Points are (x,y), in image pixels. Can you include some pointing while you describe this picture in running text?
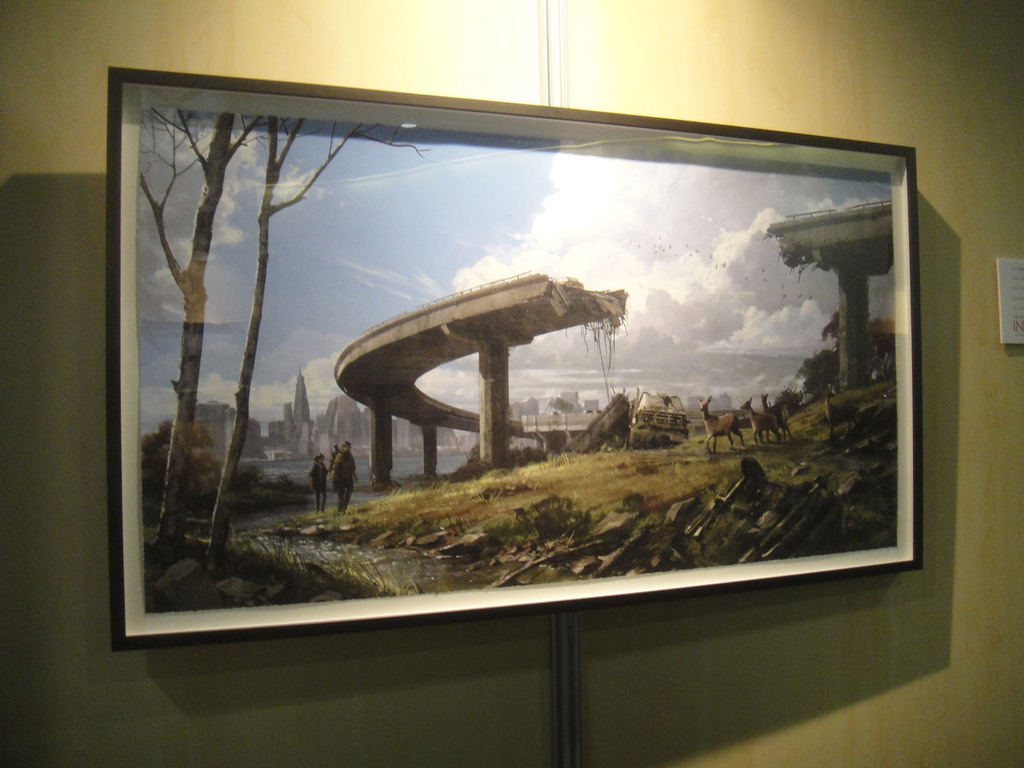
This image is taken indoors. In the background (162,672) there is a wall (631,64). In the middle of the image (426,361) there is a picture frame (380,187) on the wall (718,49). There is an image (370,401) in the picture frame (502,336).
